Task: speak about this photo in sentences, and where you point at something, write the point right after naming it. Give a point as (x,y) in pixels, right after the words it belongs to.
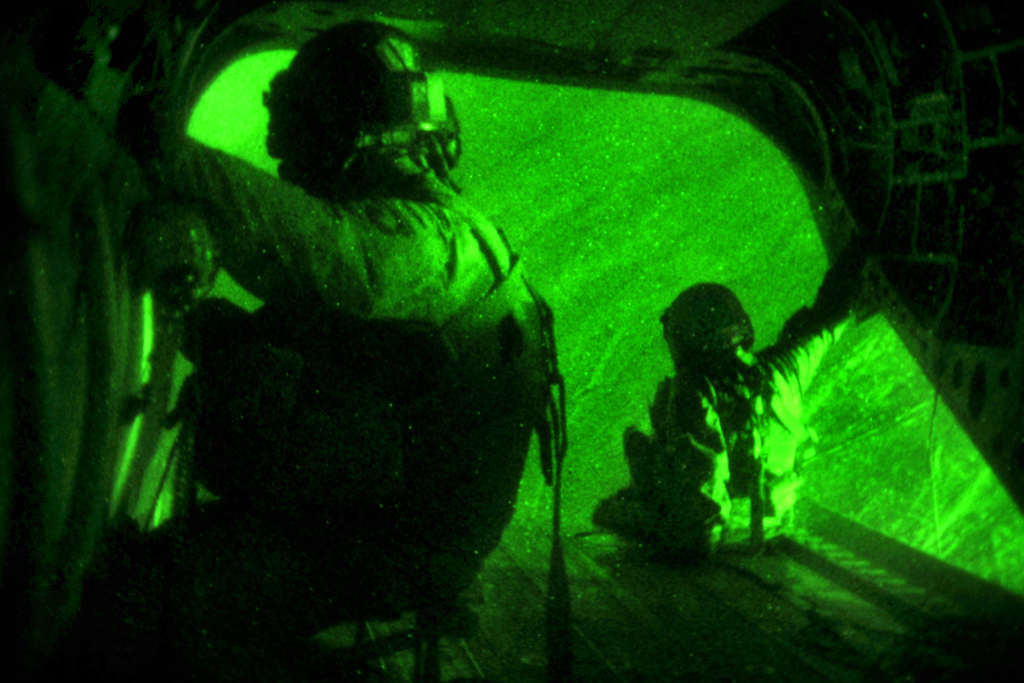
In this image there are two persons (450,397) who are sitting and they are wearing helmets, and in the background (599,173) there is green color light (577,191) and some objects (865,315).
